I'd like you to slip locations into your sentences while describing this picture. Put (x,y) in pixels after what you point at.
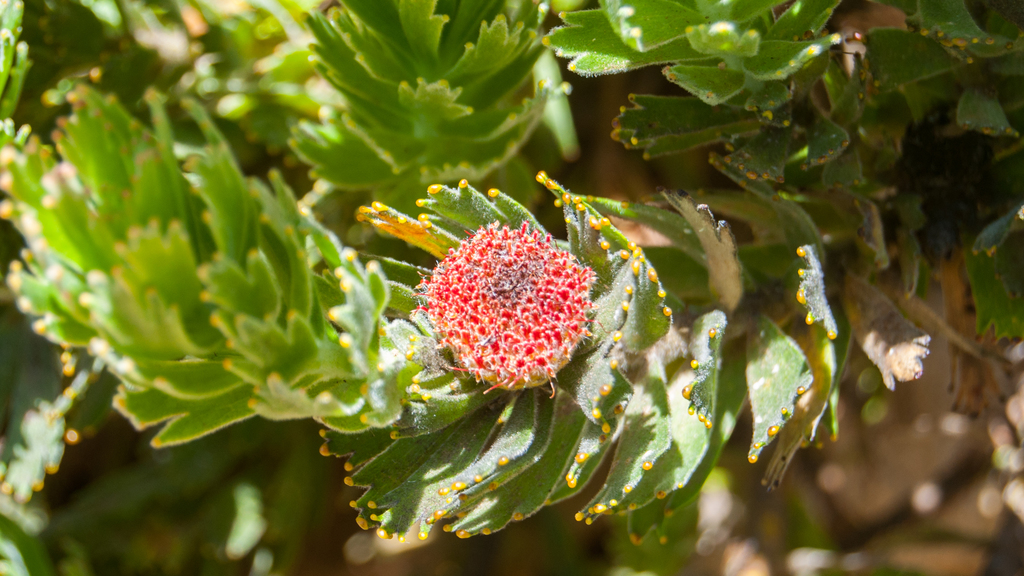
In this image there is a small flower (519,296) in the middle (532,274). In the background (377,134) there are green leaves (334,143).
